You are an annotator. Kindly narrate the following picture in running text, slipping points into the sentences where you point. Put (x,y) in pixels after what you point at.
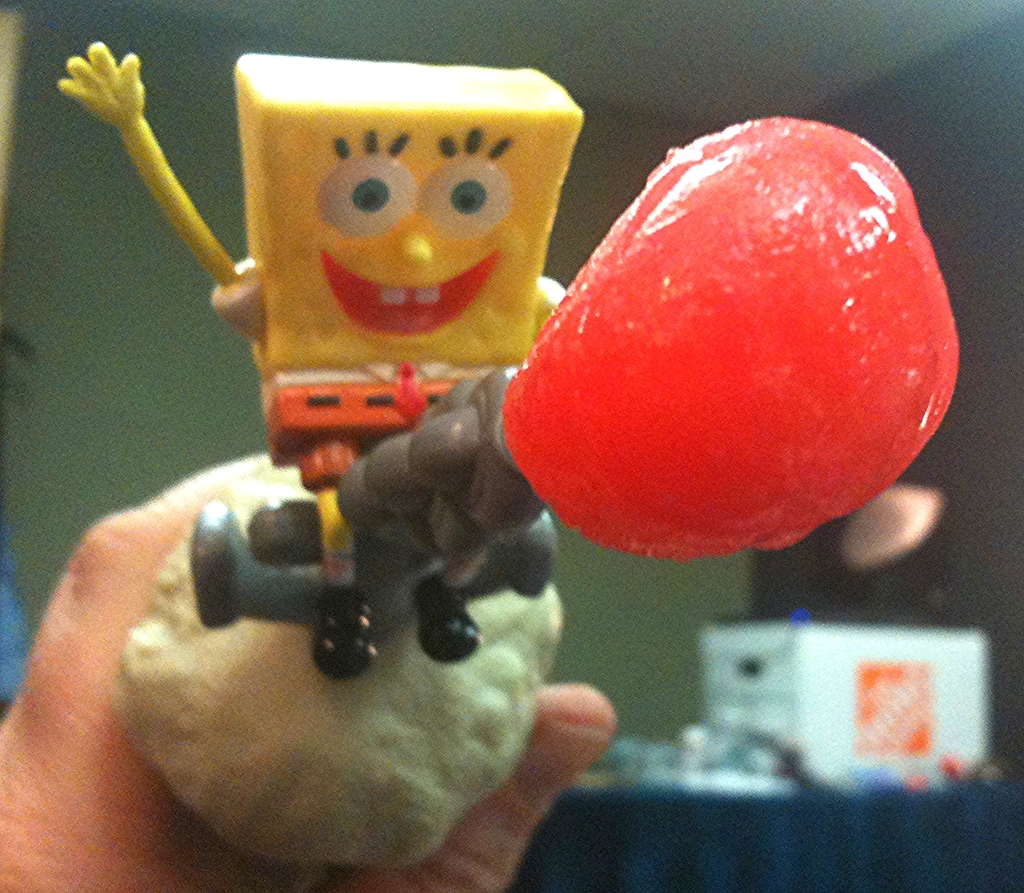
In this picture I can see the hand (35,695) of a person (86,723) holding a toy (541,511), and in the background (41,242) there is a wall (44,160) and there are some objects (696,882).
